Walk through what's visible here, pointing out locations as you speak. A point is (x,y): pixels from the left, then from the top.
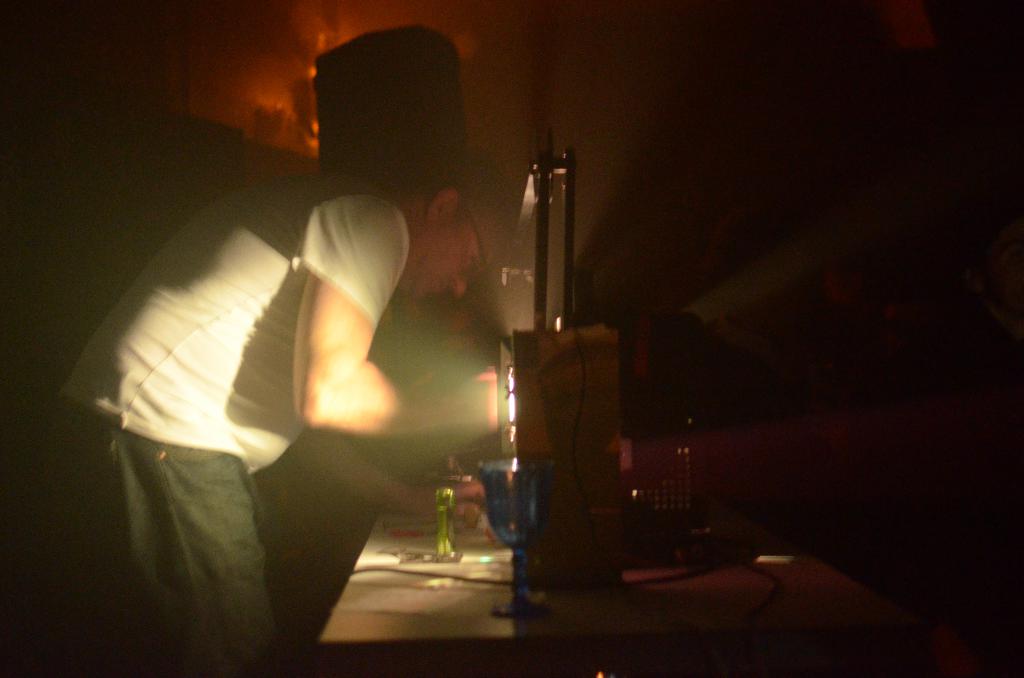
In this image I can see a man (250,287) is standing on the left side (144,374) and I can see he is wearing white colour t-shirt (276,251), jeans (161,489) and a specs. On the right side of this image (820,633) I can see a table (641,610) and on it I can see a glass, a light (441,502) and few other stuffs (593,434). I can also see this image is little bit in dark.
